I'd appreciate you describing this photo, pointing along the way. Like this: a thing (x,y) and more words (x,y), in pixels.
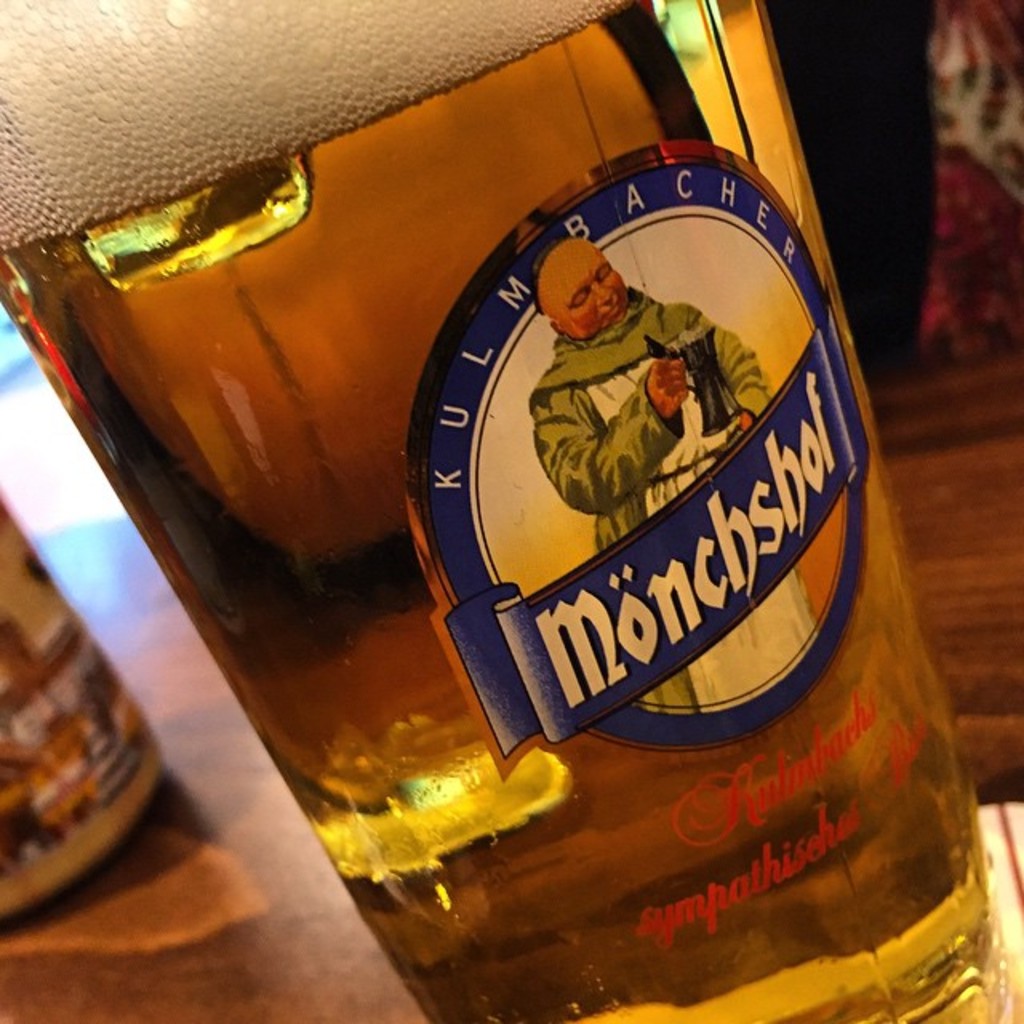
In this picture we can see a glass (647,548) of beer (900,816).
